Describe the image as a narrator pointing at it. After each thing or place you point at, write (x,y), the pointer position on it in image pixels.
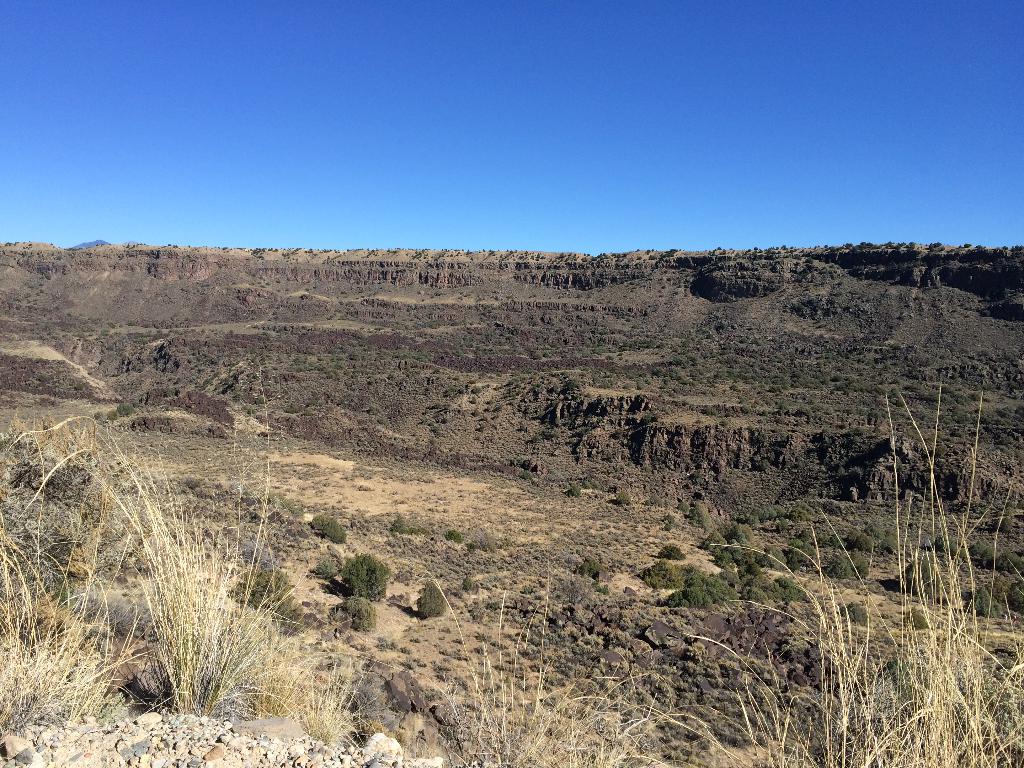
In this image, we can see few plants (422,591), grass (63,634), stones (218,735). Top of the image (592,178), there is a clear sky (553,165).
